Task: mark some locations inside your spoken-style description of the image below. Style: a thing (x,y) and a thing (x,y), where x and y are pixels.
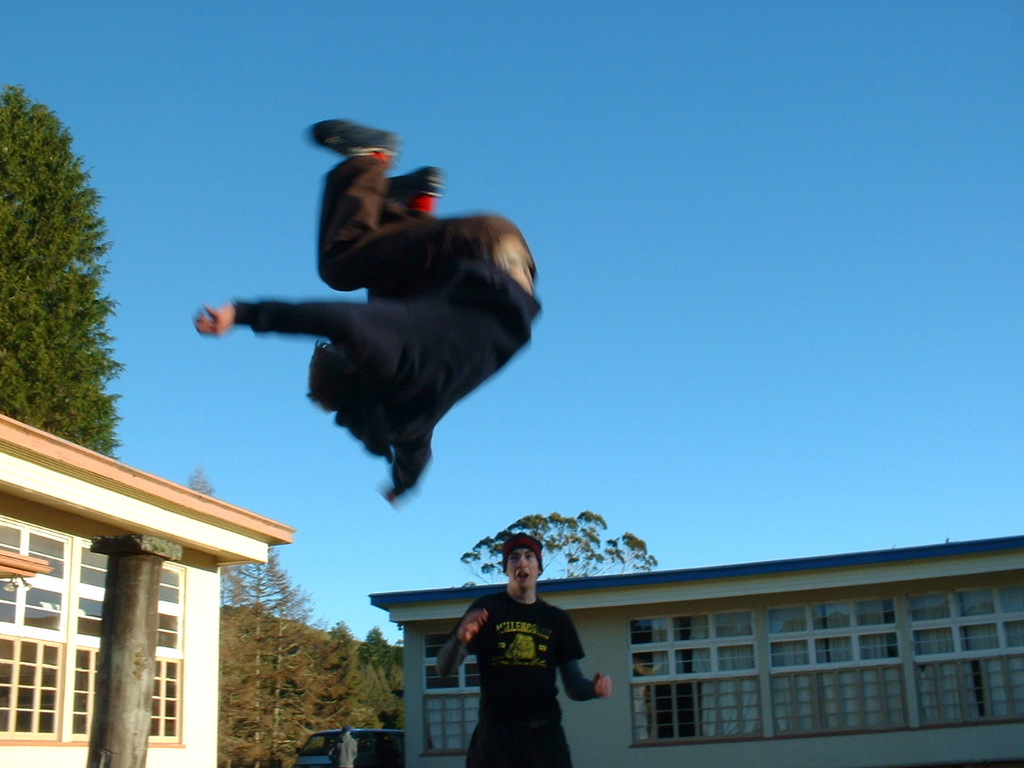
In the picture there is a person (354,368) flipping in the air (310,286) and another person (538,723) is standing and watching him, around those people (468,618) there are two houses (198,615) and on the left side (33,261) there are many trees (260,609).
